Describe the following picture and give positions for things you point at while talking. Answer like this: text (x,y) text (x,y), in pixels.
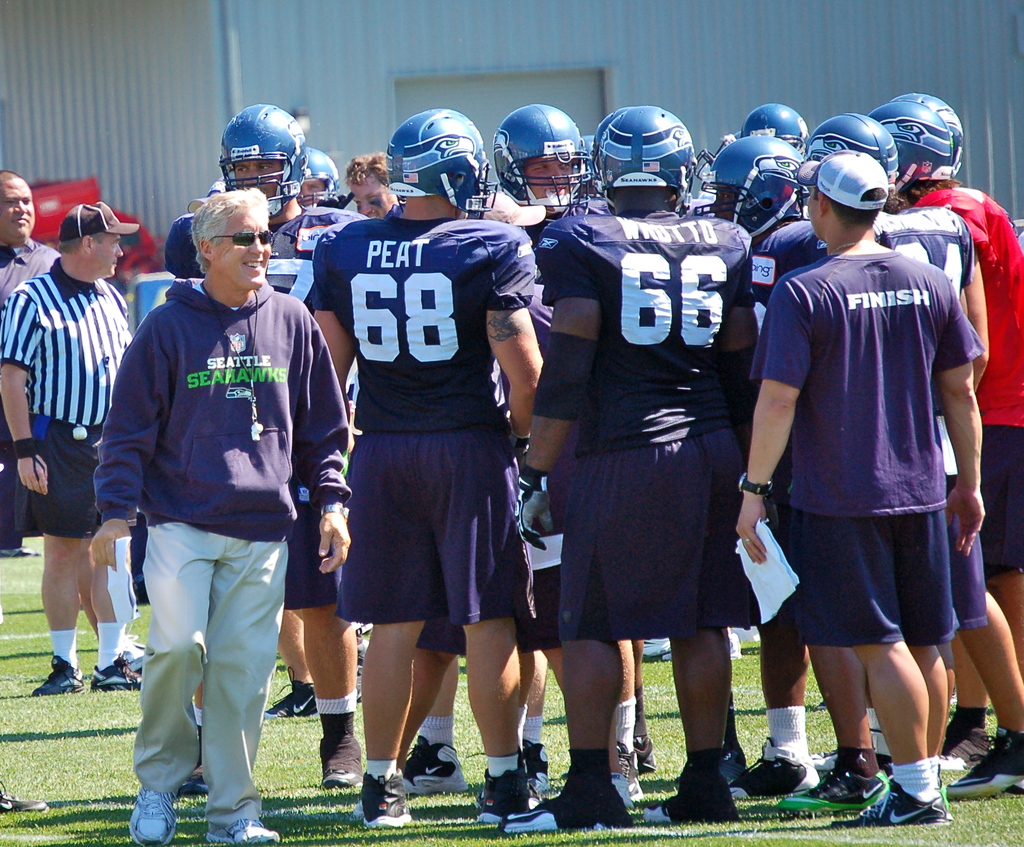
This picture describes about group of people (435,478), few people (435,513) wore helmets (430,132) and few people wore caps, they are standing on the grass (462,741).
